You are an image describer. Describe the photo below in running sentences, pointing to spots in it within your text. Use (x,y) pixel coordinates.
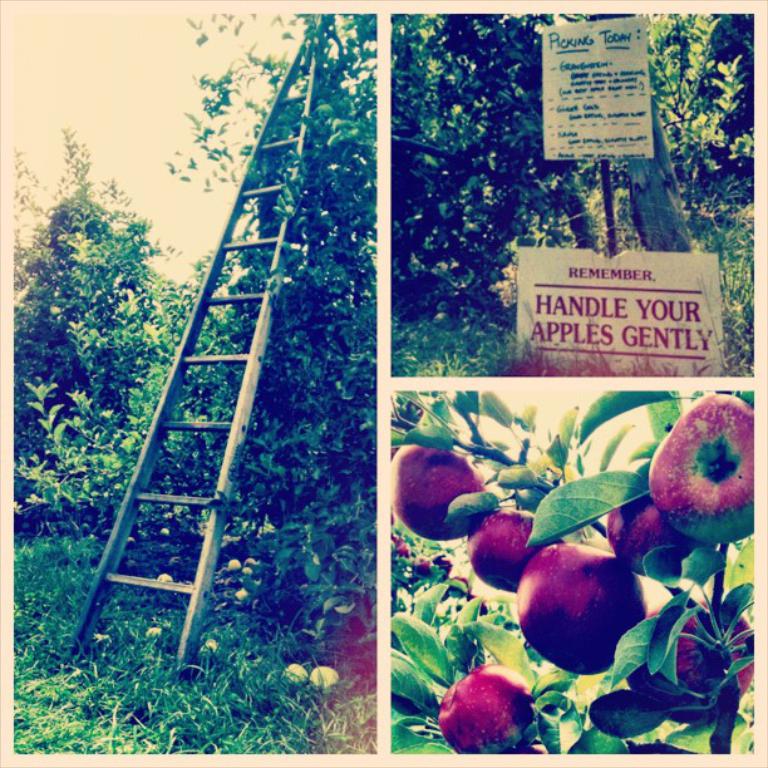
This image is a collage of trees (405,212), grass (274,672), informational boards (644,310), ladder (292,139) and also fruits (617,520).
